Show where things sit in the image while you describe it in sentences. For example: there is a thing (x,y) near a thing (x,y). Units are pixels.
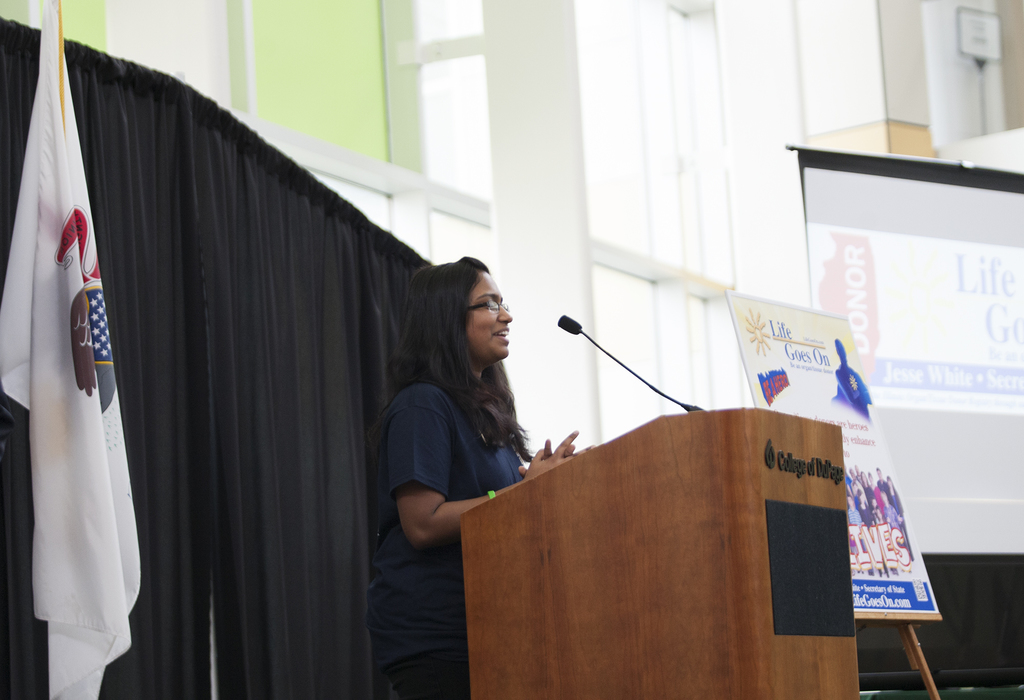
In the center of the image (443,357) there is a woman (443,357) standing at the desk (534,582) with mic (608,357). In the background (793,261) there is screen (824,257), windows (716,205) and wall (528,172). On the left side of the image (134,404) we can see curtain (151,416) and flag (20,401).
